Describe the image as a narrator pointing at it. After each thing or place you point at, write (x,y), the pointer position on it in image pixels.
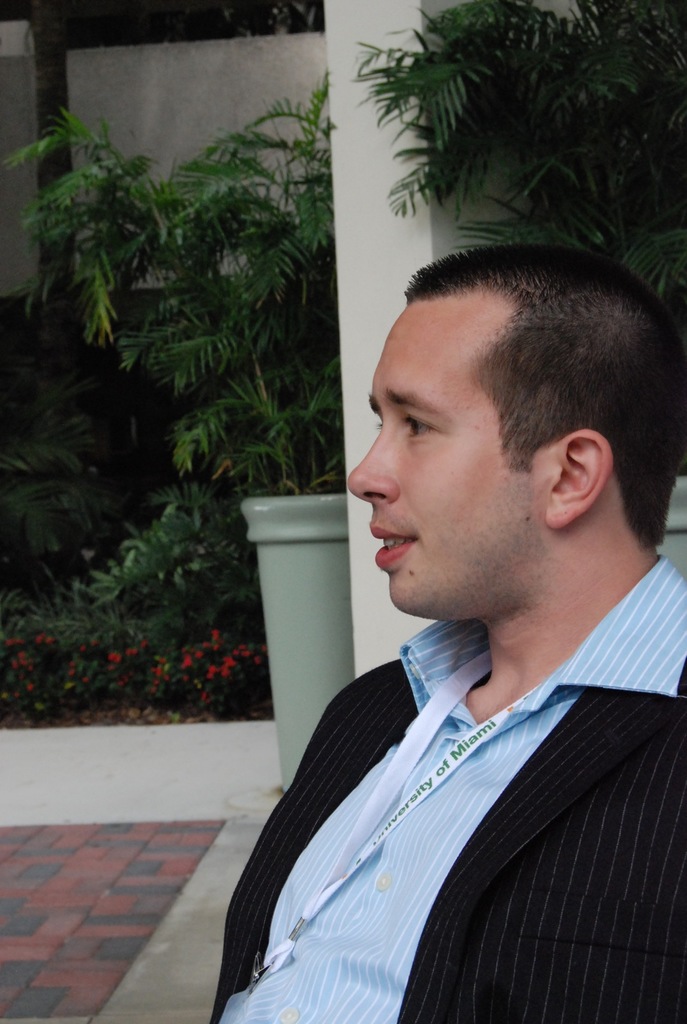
In this image I can see a person (585,923) sitting and wearing black blazer (574,919), blue color shirt (376,865). Background (363,274) I can see plants (264,398) in green color and the wall (394,235) is in white color.
